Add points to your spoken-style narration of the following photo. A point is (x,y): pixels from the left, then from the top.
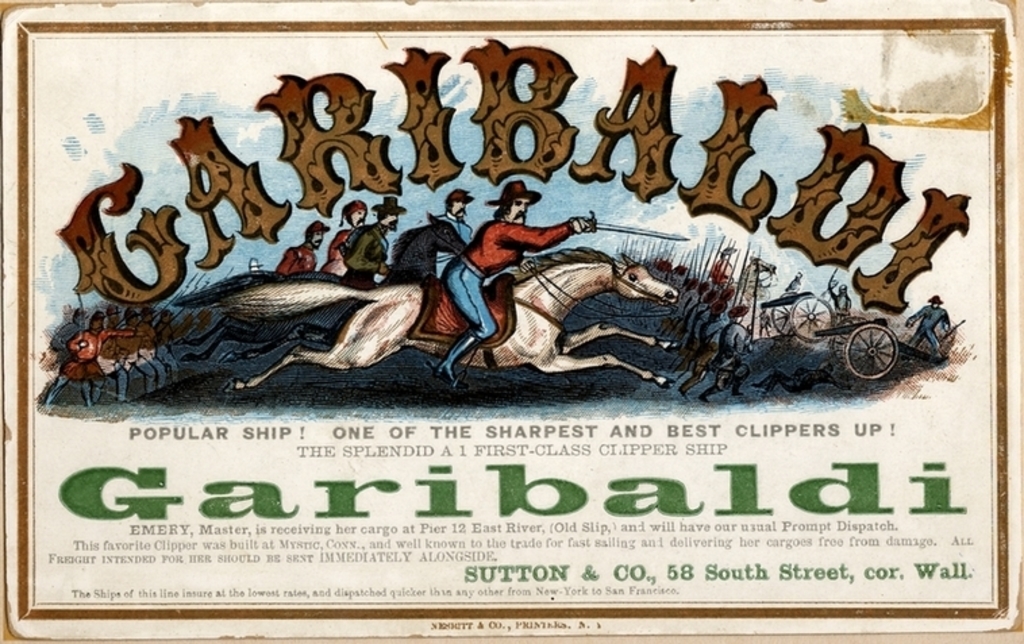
In this image I can see depiction picture of people (501,232) and of a horse (285,294). I can also see something is written over here.
